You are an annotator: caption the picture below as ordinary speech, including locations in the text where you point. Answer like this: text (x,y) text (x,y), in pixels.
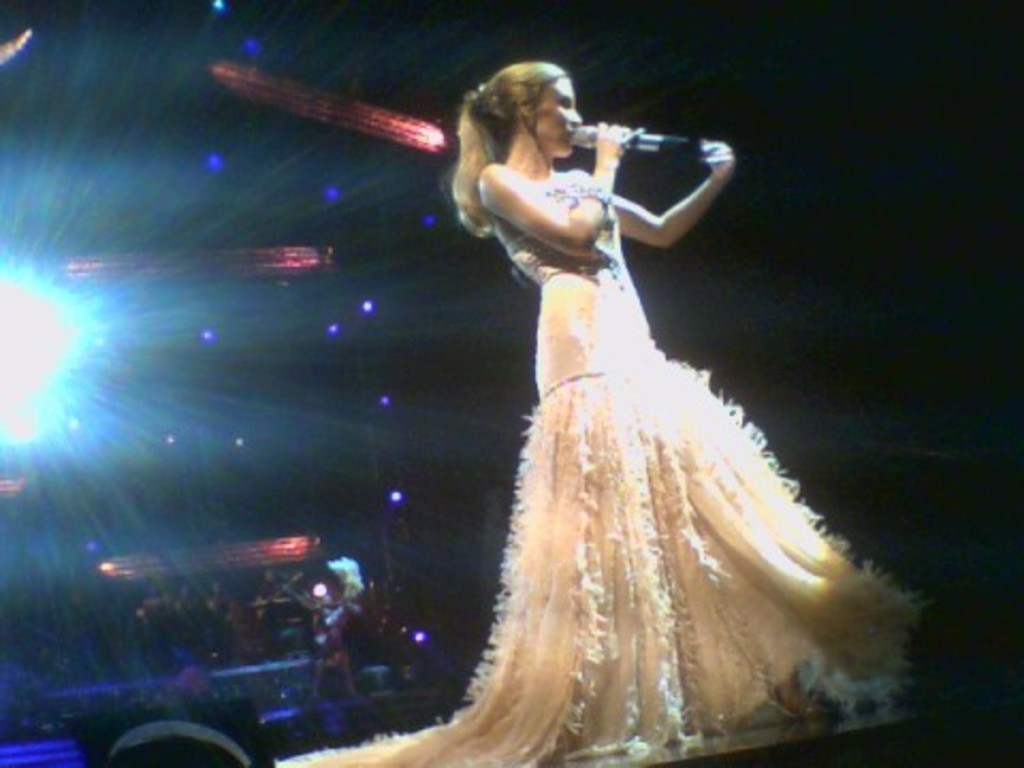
In the image we can see a woman (615,423) standing, wearing clothes (639,441), bracelet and she is holding a microphone (628,142) in her hand (605,144). Here we can see the light (30,350) and the background (367,376) is dark.
